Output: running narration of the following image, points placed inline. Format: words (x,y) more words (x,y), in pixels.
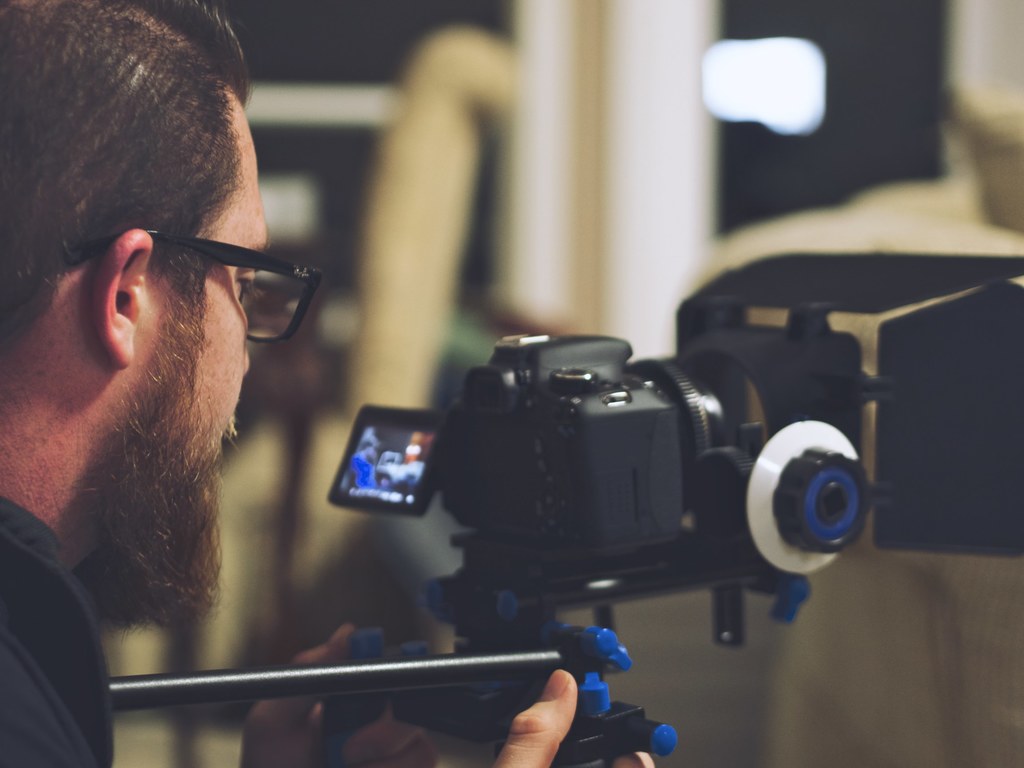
In this image, a man (143,607) is holding a camera (490,549). Here we can see a screen (385,455). A man (121,558) wear a glasses (263,333).
